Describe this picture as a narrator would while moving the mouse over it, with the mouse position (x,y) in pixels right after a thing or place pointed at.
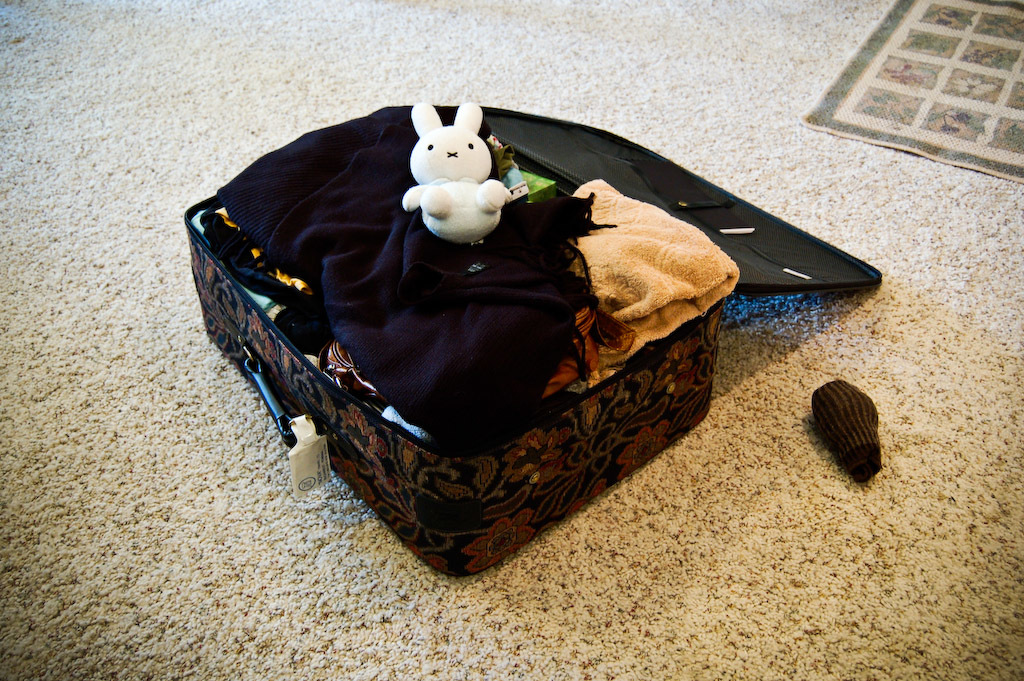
In this image I can see the suitcase (454,272) and few clothes (419,292) and the white color toy (473,242) in the suitcase (456,275). I can see the floor mat (948,45), brown color cloth (845,450) and the suitcase (600,470) is on the white color surface (666,552).
